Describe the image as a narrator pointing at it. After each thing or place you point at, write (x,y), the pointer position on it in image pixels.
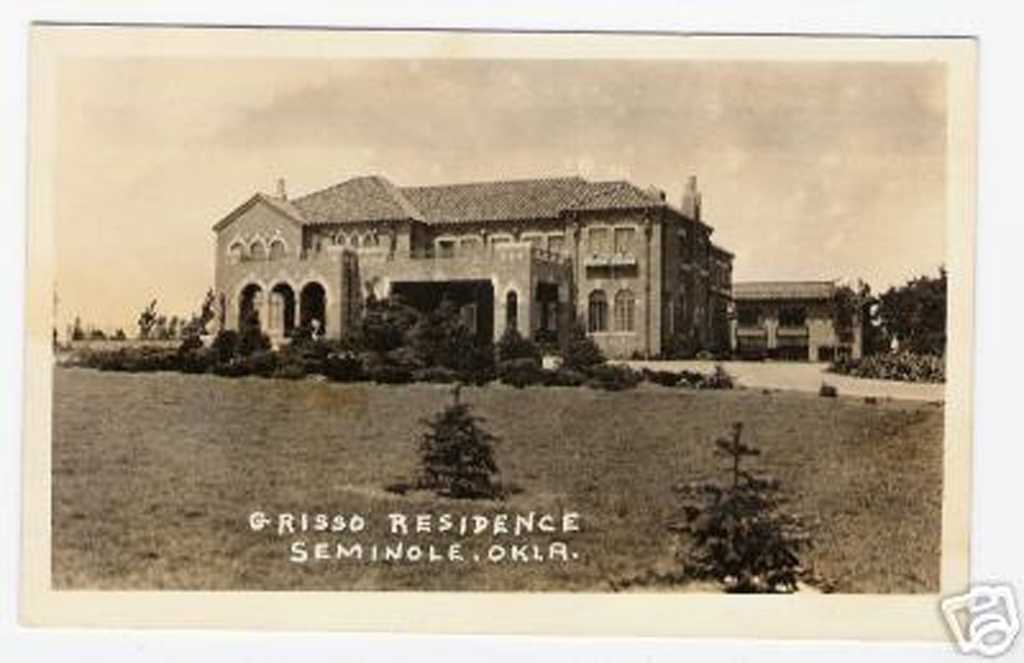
In the foreground of the picture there are plants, grass (511,471) and text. In the middle of the picture (463,269) we can see buildings (685,292), trees (867,333) and plants (908,355). At the top (421,113) there is sky (424,110). The picture has a white color border (710,616).
